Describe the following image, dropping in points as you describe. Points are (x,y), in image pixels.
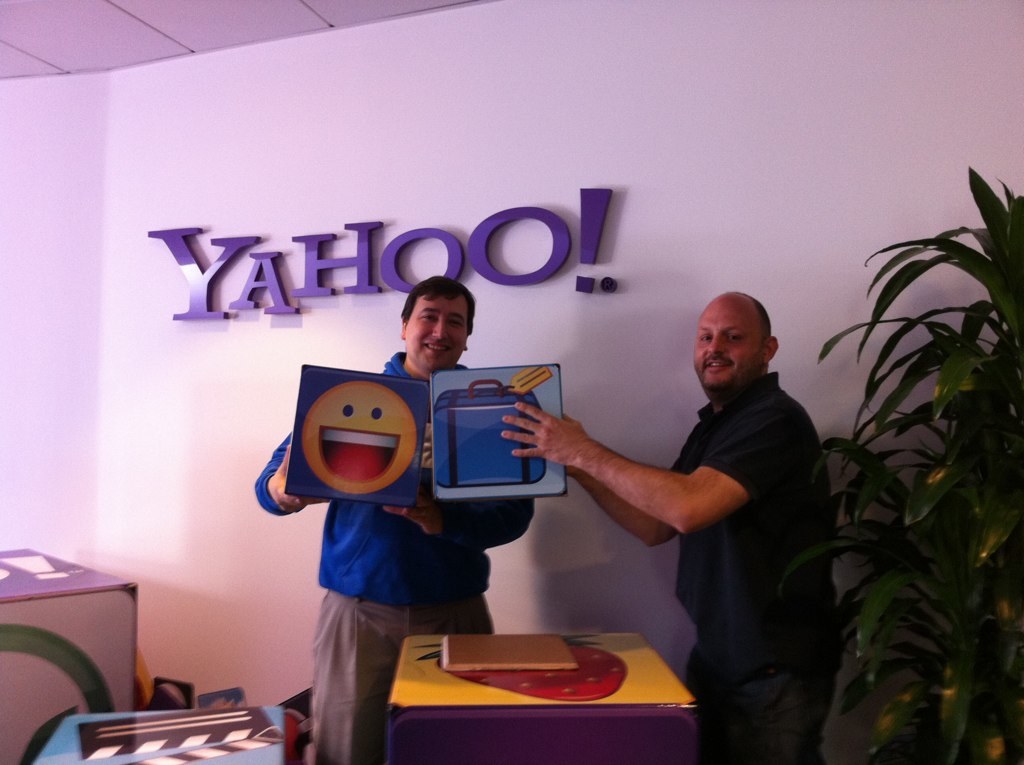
In this picture there are two people (520,451) standing and holding a cardboard (378,448) and this person (419,342) is smiling and there is another person (723,348) and also smiling is a plant (936,396) behind them and in the backdrop (52,174) there is a logo (202,290) and a wall (179,167).
